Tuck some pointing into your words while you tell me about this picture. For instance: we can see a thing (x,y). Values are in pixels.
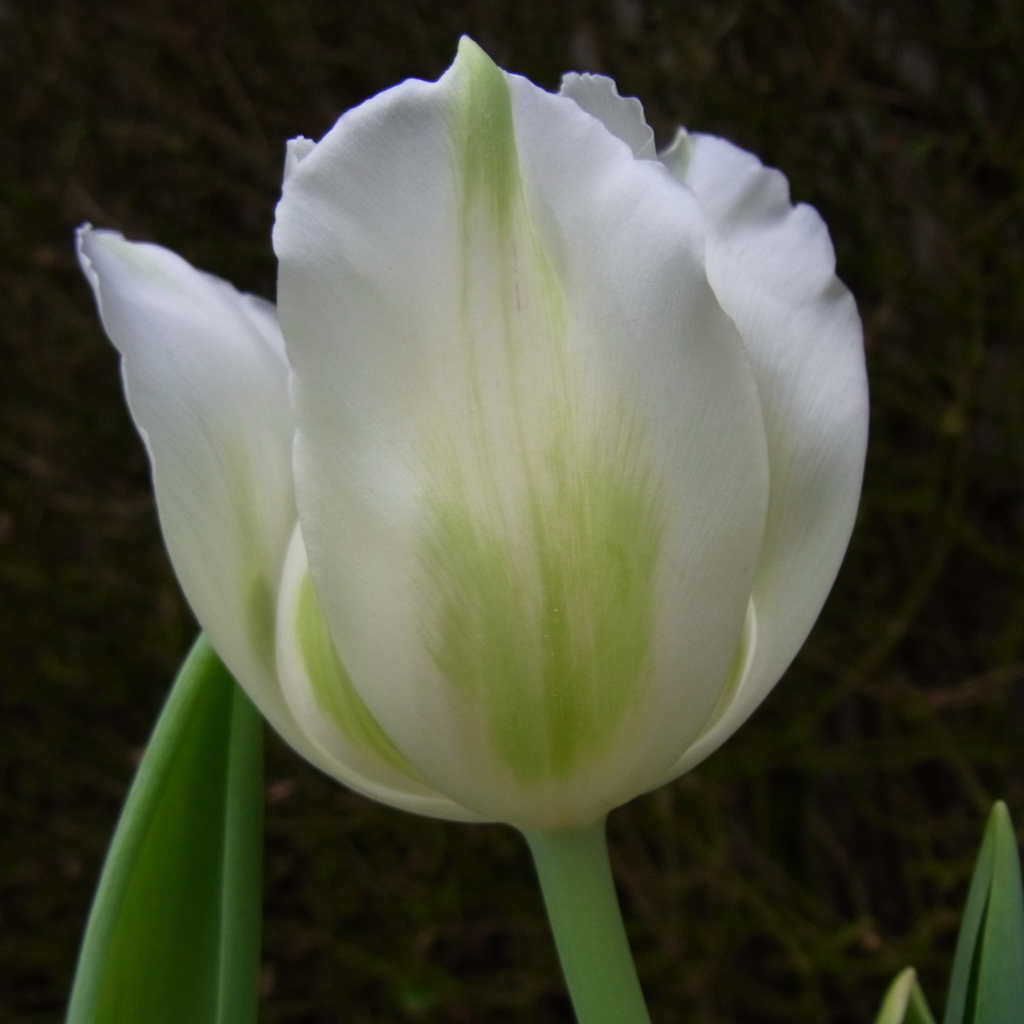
We can see flower (522,591), stem (558,886) and leaves (160,862). In the background (550,964) it is blur.
